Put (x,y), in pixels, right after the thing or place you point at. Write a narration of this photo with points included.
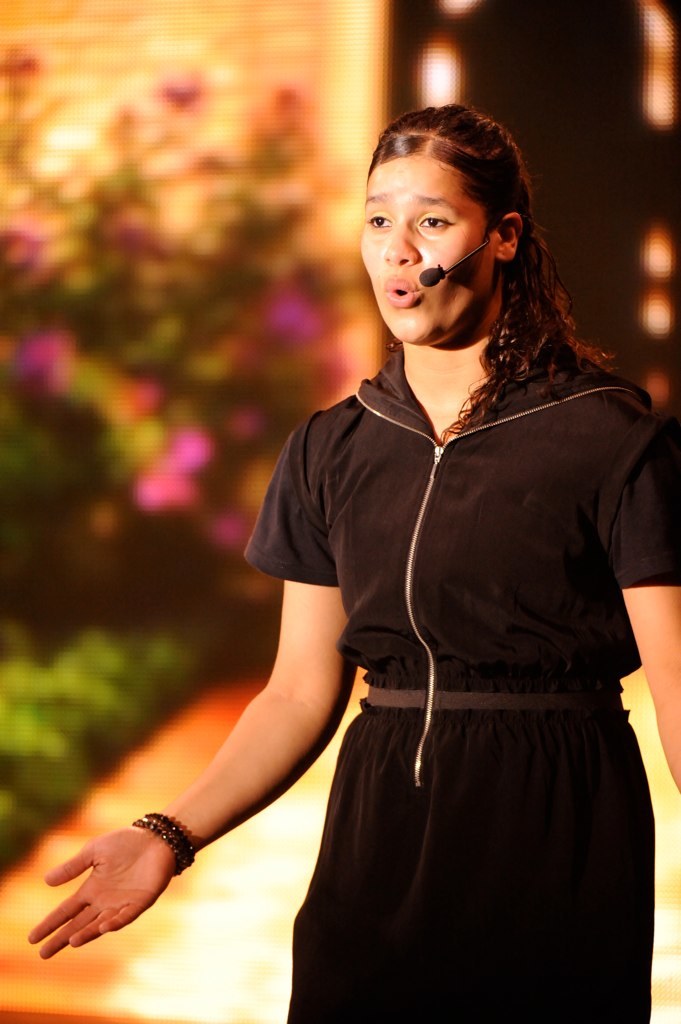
On the right side of the image (538,1011) we can see a lady (548,630) is standing and wearing a black dress (454,519), mic (432,282) and talking. In the background of the image (202,755) we can see the plants (247,354), flowers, wall (346,84). At the bottom of the image (109,964) we can see the floor (250,834).
